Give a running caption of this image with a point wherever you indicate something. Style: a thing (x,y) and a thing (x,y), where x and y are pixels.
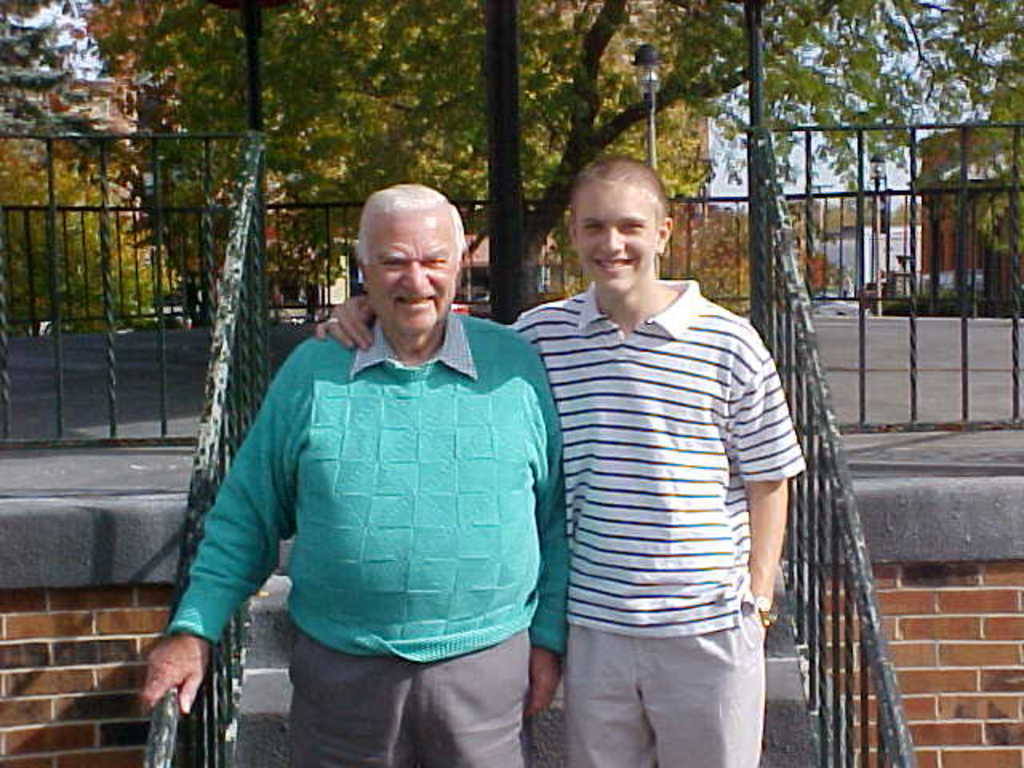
In this picture we can see two people (613,253) standing and smiling. There is some fencing (679,243) from left to right. We can see a few trees (383,25) and buildings (907,245) in the background (721,225).
